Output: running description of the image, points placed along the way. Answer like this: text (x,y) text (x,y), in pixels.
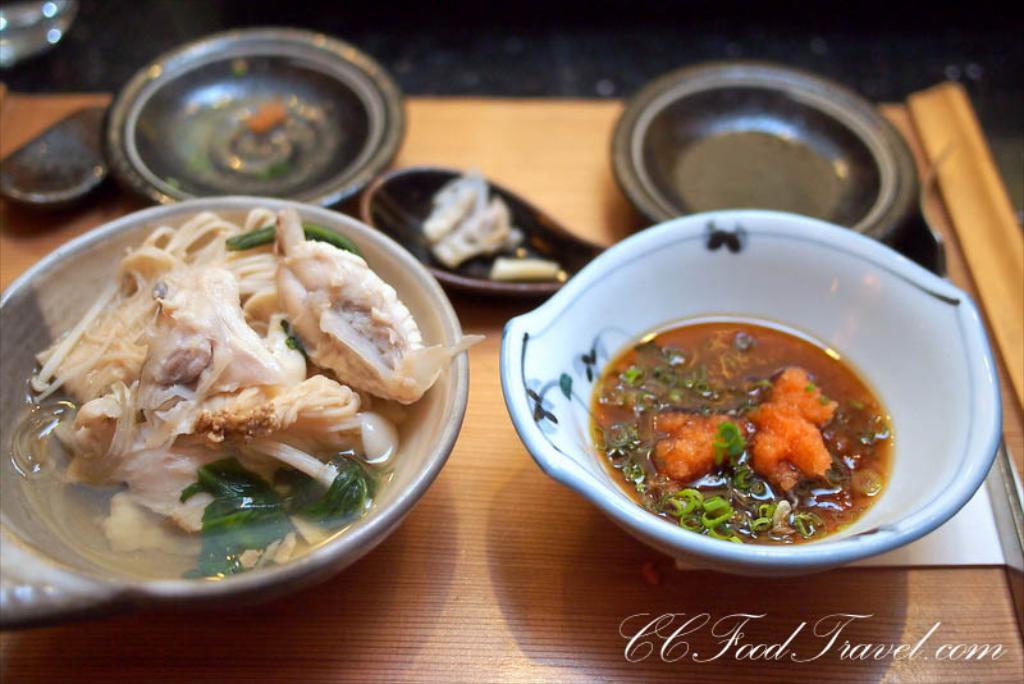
Bottom of the image (546,536) there is a table (480,110), on the table (424,141) there are some bowls (856,283) and food (206,229) and spoons (46,173).
